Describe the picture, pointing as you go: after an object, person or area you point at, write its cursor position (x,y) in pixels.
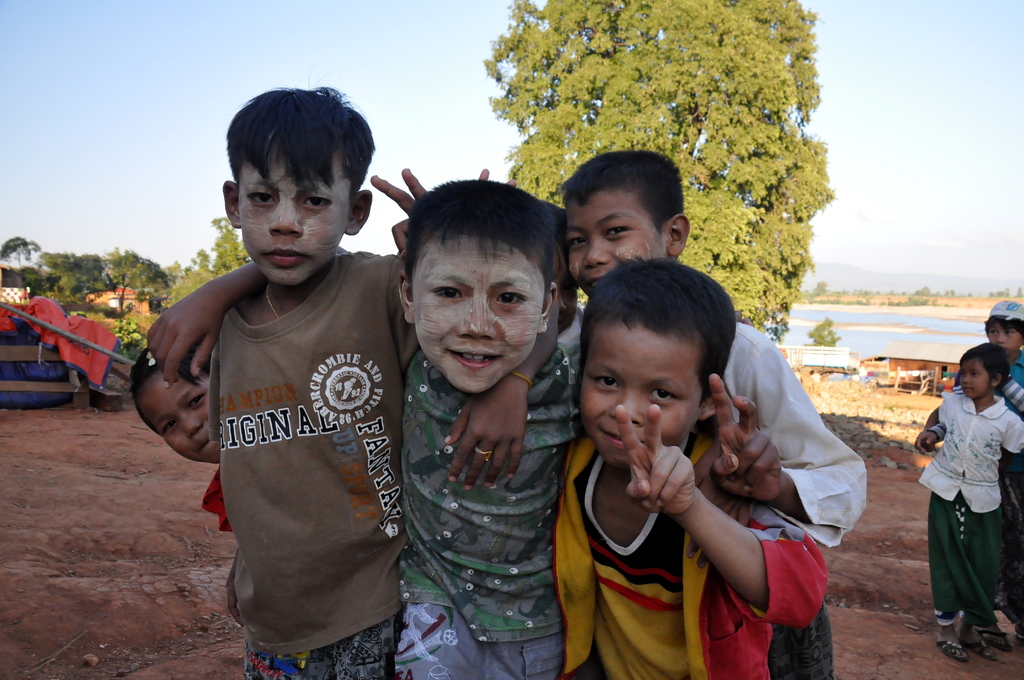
Children (444,588) are standing. There are trees (642,47) and other people (964,501) at the back (1010,494). There are benches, sheds (903,355) and water (915,324) at the back (928,320).
